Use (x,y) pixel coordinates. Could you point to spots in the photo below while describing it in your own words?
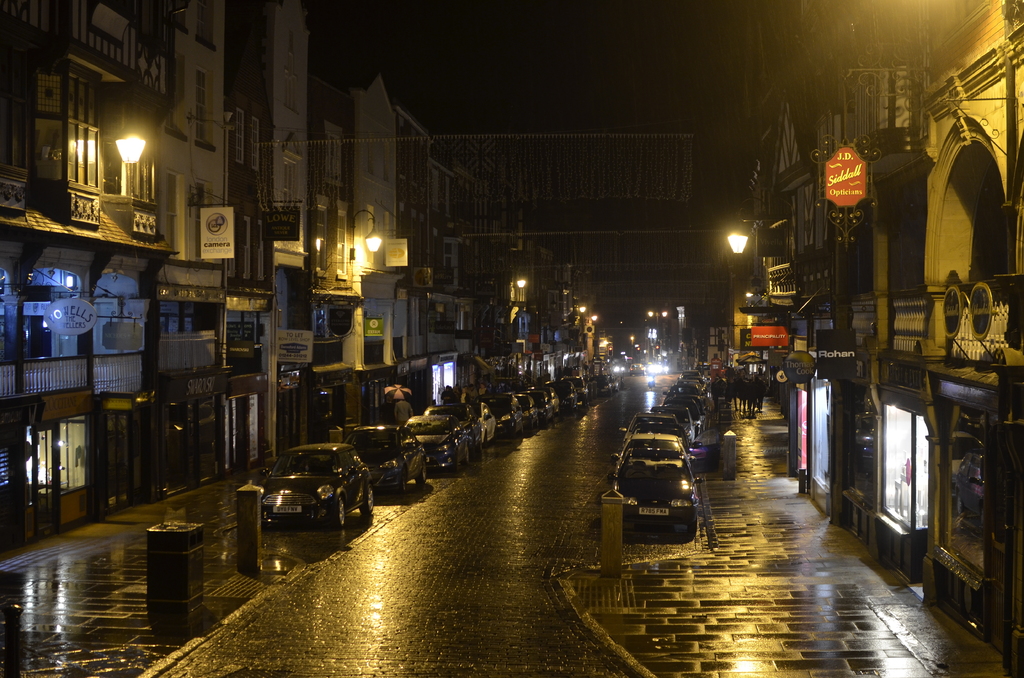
In this image there are buildings (772,310), boards (819,344), vehicles (685,500), people (451,393), umbrella (395,384), lights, railing (779,263), stores (393,370), dark sky (540,44) and objects (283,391). Vehicles (664,442) are on the road (449,532).
